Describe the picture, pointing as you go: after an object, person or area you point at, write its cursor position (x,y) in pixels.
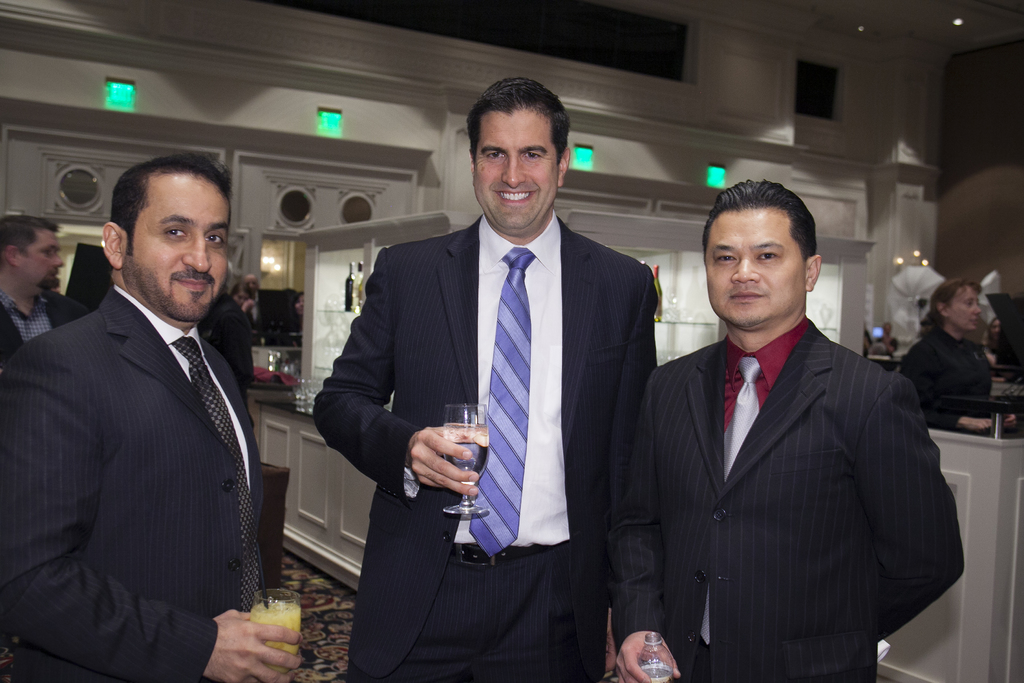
In this image three people (206,393) standing in the center of the image (542,333) are holding glasses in their hands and posing for the picture. I can see other people (938,305) behind them. I can see some wooden shelves (346,260) with glasses (307,381) and bottles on them. I can see a wall (749,120) with lights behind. The background (971,161) is blurred.
